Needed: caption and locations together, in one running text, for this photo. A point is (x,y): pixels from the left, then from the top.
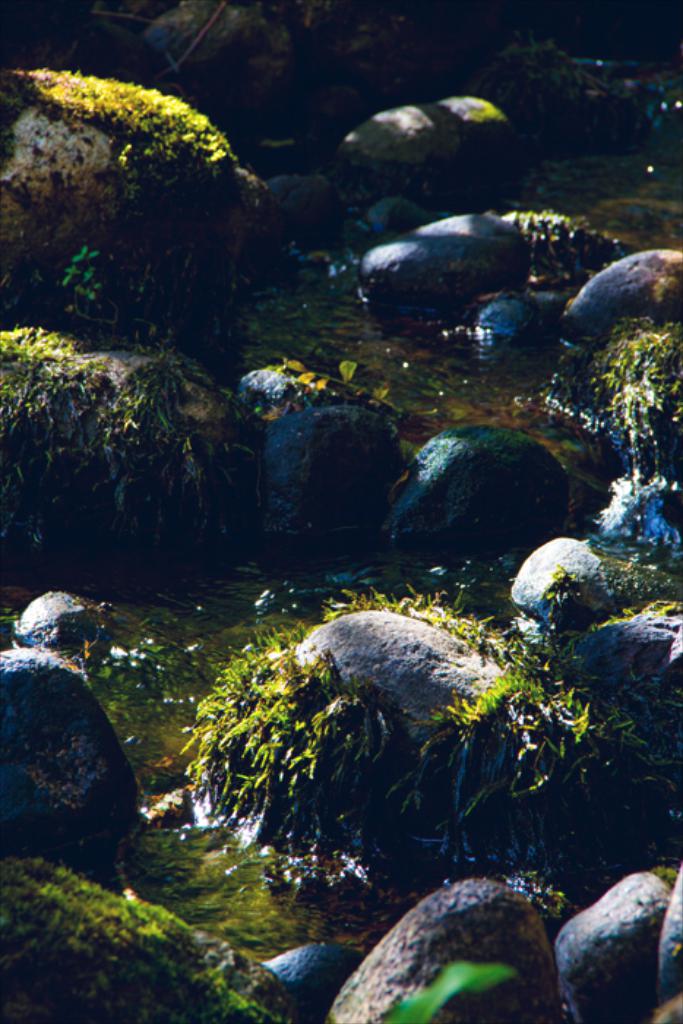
In the foreground (598,759) I can see rocks (212,229), grass (456,763) and water (360,348). This image is taken may be in the river (369,344).
